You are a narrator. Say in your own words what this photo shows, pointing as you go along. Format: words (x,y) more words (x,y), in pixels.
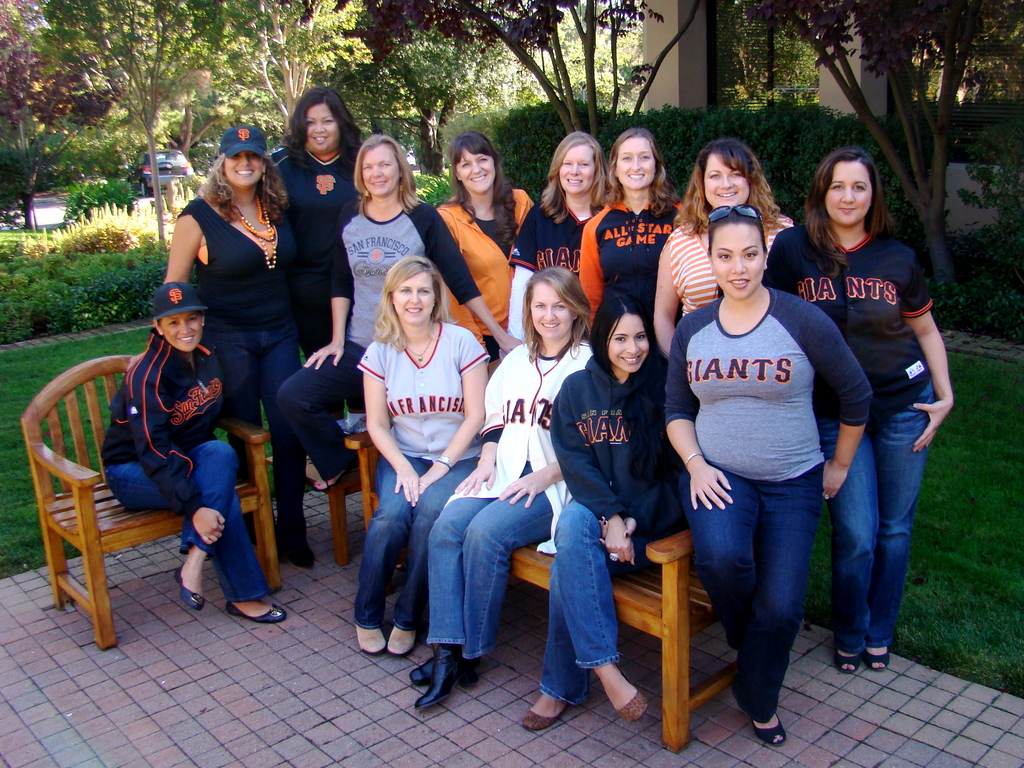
In this picture we can see some people (743,306) standing and some people (769,385) sitting, in the background (58,48) there are some trees (322,30), plants (179,192) and grass (66,350), on the right side (735,24) there is a house (685,45), these people (727,160) are smiling.
